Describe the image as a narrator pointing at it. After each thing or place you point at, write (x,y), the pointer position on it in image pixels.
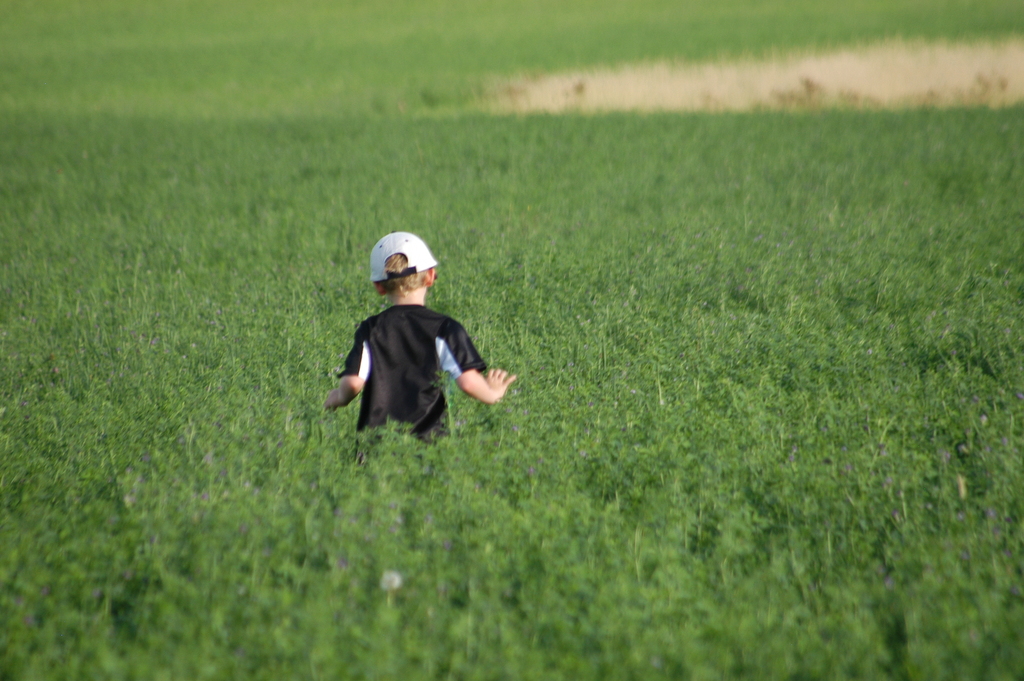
In this image we can see a boy (396,319) who is wearing white cap (410,245) and black t-shirt (398,370) is in the green color field (265,488).
